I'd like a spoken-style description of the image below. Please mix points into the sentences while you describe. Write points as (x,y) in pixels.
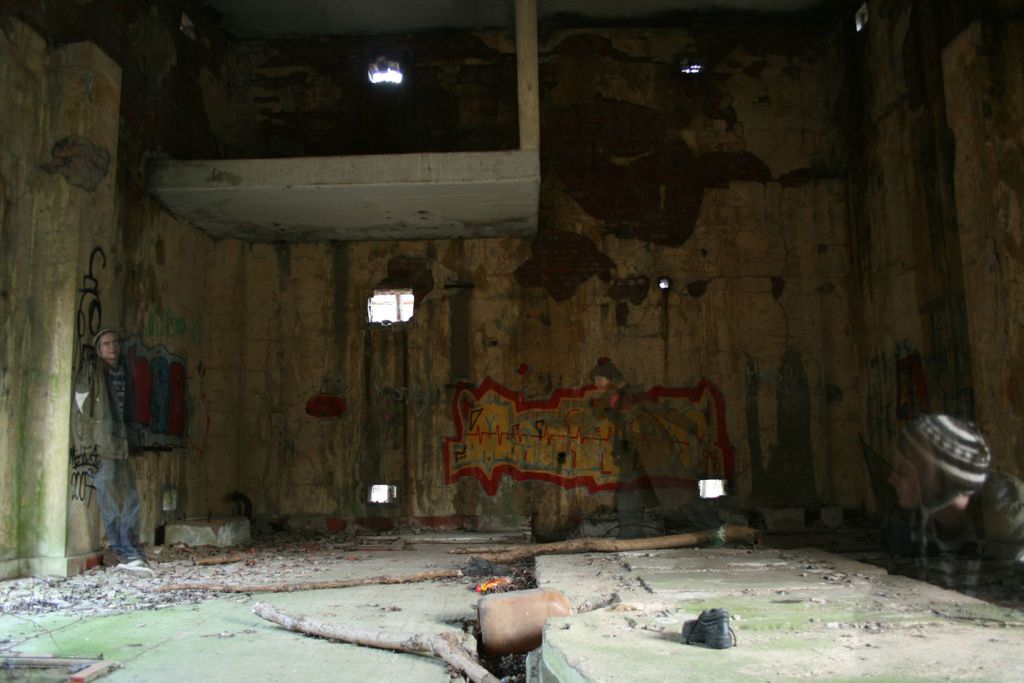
At the bottom of the picture (270,614), we see wooden sticks (313,623), brown color object (510,618), shoe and stones (244,574). On the right side (909,445), we see a man (932,430) in black jacket (939,569) is crouching. Beside him, we see a wall (905,345). In the background (673,434), we see a wall graffiti (563,426). On the left side (127,568), we see a man (114,520) is standing. Behind him, we see a pillar (69,253). At the top (490,204), we see a white color box (239,157).
